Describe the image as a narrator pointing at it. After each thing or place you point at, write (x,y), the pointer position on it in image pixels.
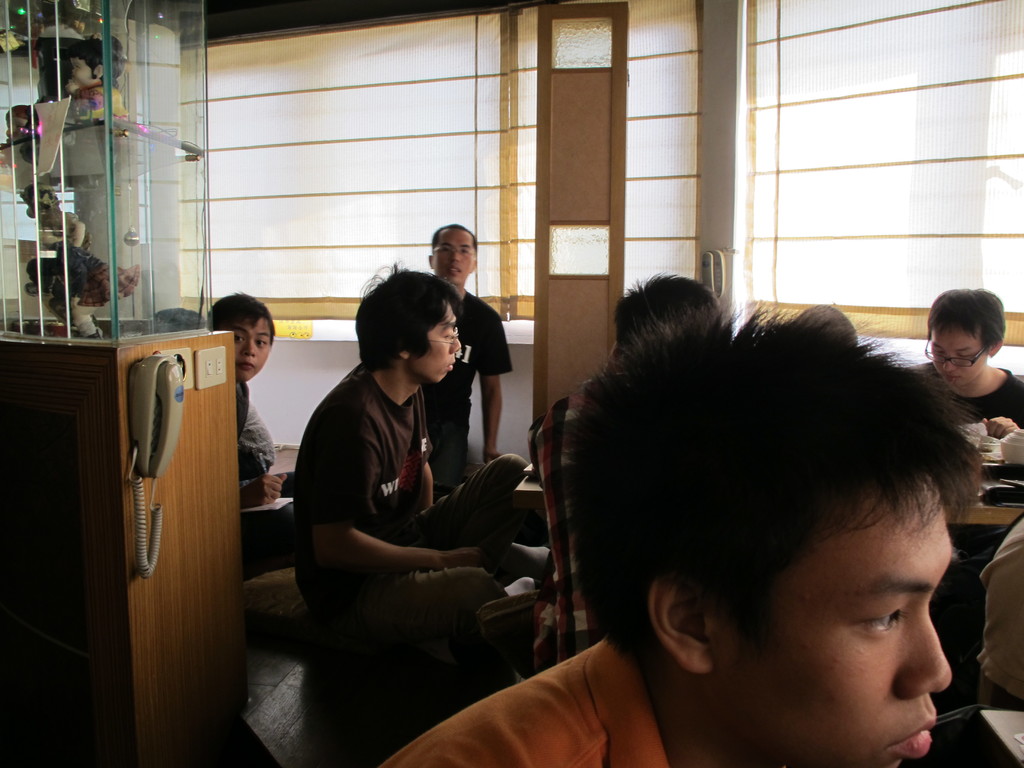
In this image there are group of persons (561,484) sitting, there is a table (978,510) towards the right of the image (978,515), there are objects (1006,442) on the table (965,513), there is a shelf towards the left of the image (84,294), there are objects (88,74) in the shelf (96,161), there is a telephone (155,382) on the shelf (132,353), there is the wall (333,364), there are blinds (851,119).
